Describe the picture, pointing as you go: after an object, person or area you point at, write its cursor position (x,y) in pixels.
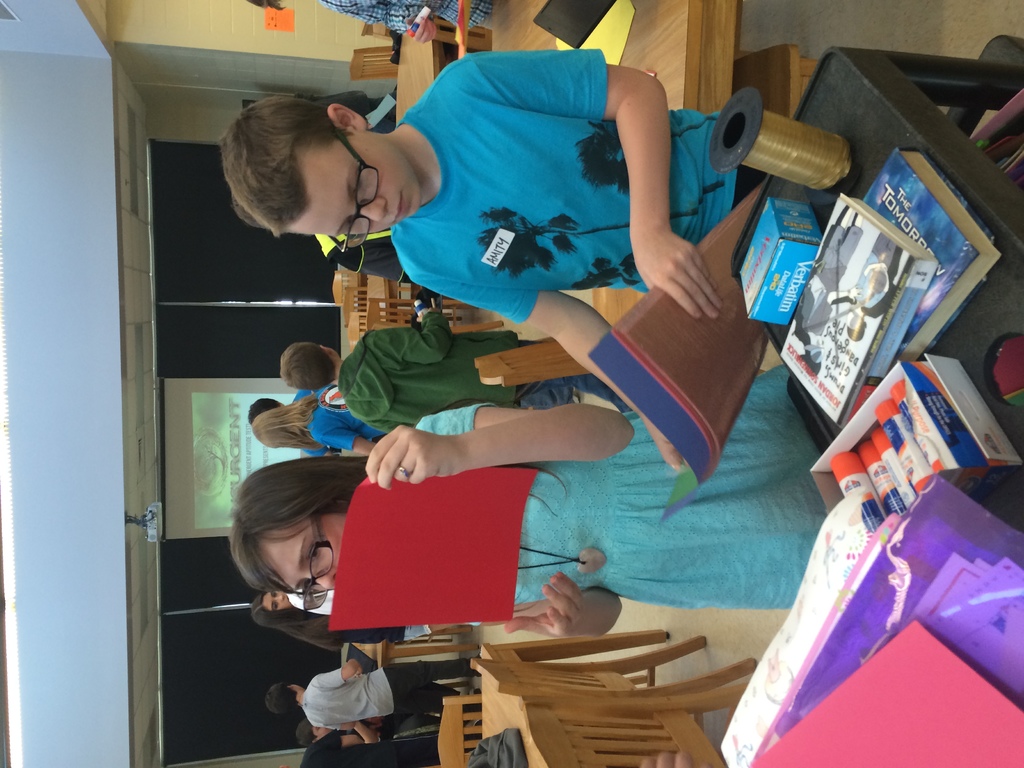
There are two pupil (650,461) standing, holding some colored papers (445,532) in their hands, near the table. On the table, there are some books (884,215) and accessories (877,456) were placed. In the background (322,392), there are some people (329,395) standing. We can observe a wall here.
